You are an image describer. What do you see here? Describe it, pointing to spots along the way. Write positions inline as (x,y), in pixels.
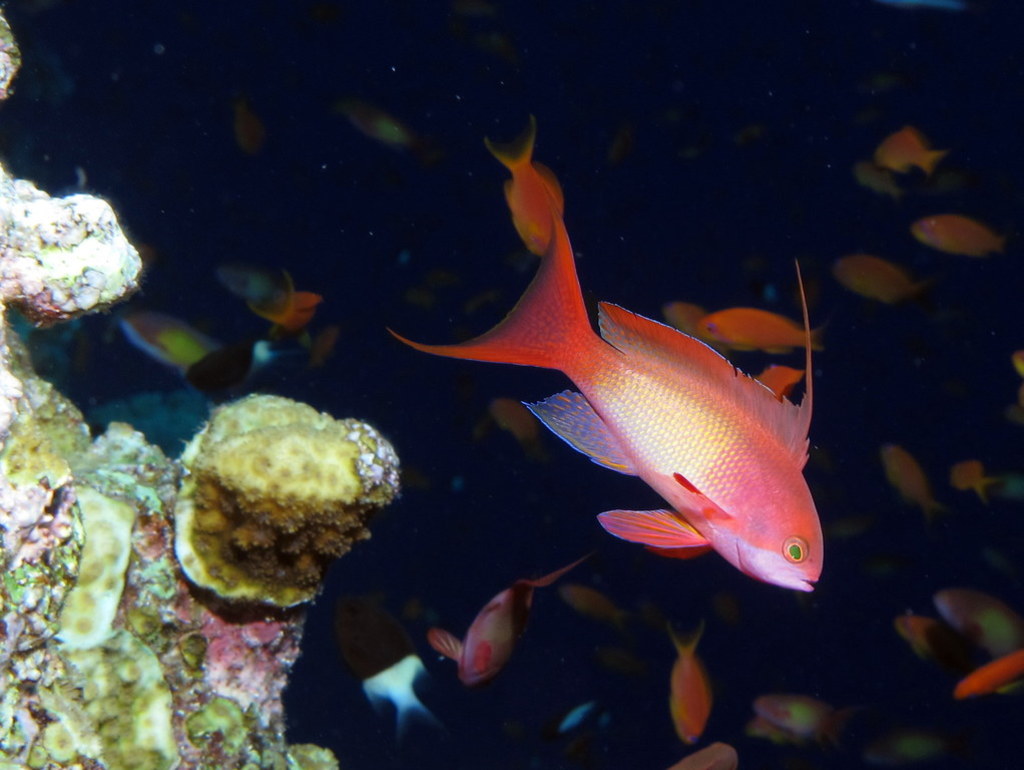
In this image we can see the fish (585,363) which is in the water (562,747). And left side (175,735) a stone surface (237,454) is seen. And the background (791,124) is black. And we can see many more fishes (941,631), but which are not clearly visible.
